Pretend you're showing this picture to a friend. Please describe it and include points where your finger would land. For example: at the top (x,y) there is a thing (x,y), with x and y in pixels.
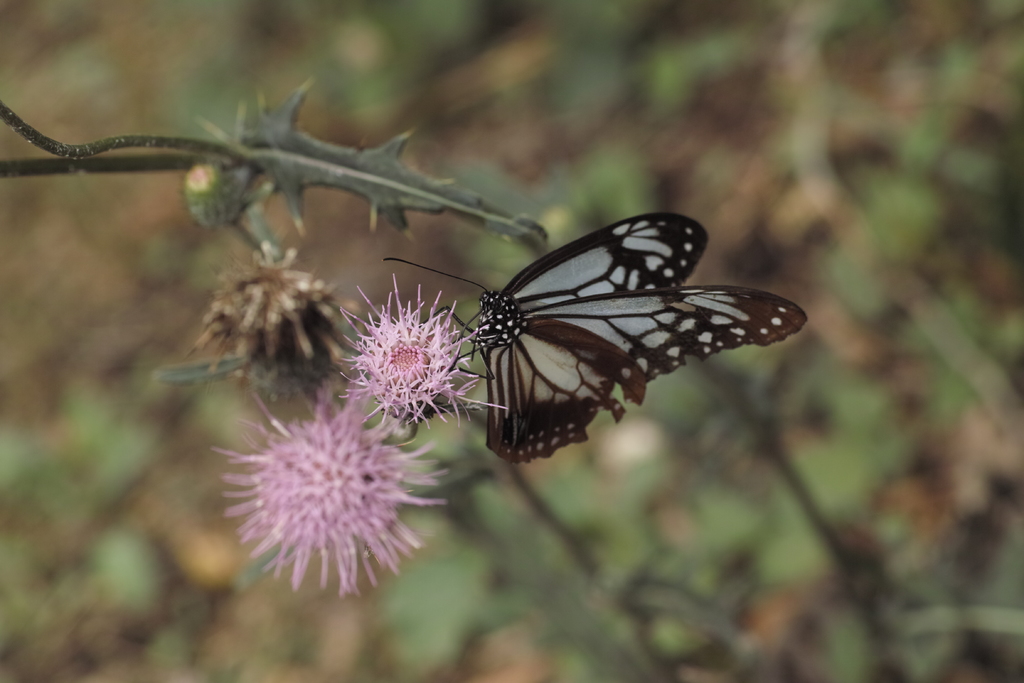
Here we can see a butterfly (518,427) on a flower (407,305). There is a blur background (66,400).
